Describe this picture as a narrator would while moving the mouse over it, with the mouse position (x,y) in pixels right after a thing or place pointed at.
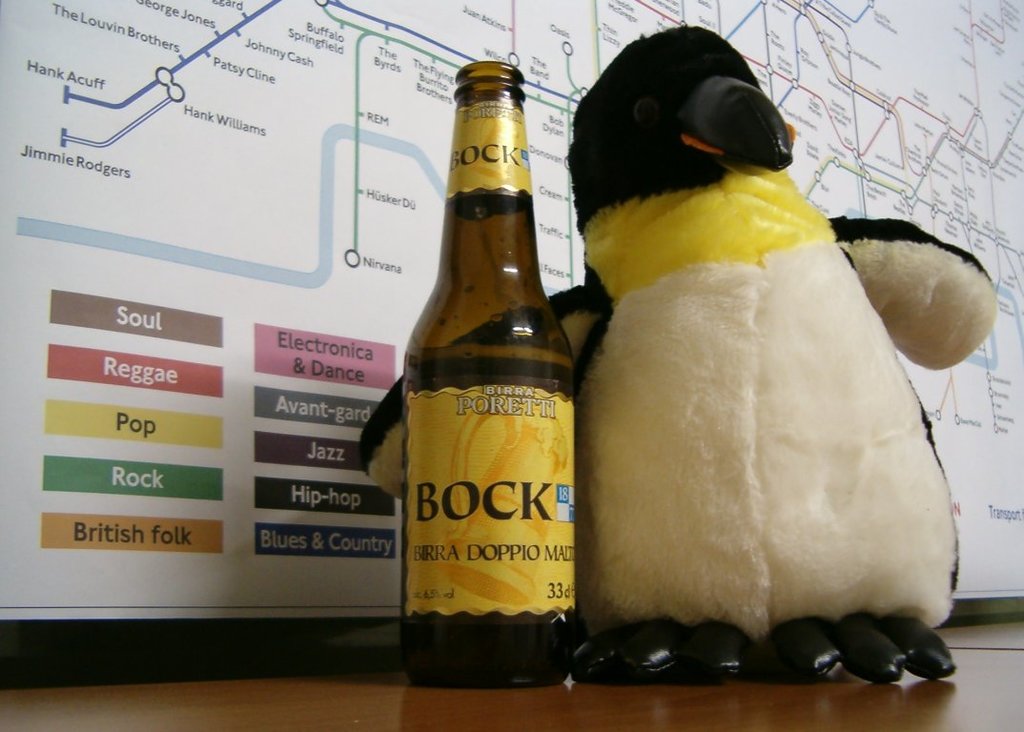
In the given image we can see that this is a toy (689,247) and a bottle (475,280). Back of this there is a poster (203,133) on which, The soul, reggae, pop, rock, British folk are written on it.
